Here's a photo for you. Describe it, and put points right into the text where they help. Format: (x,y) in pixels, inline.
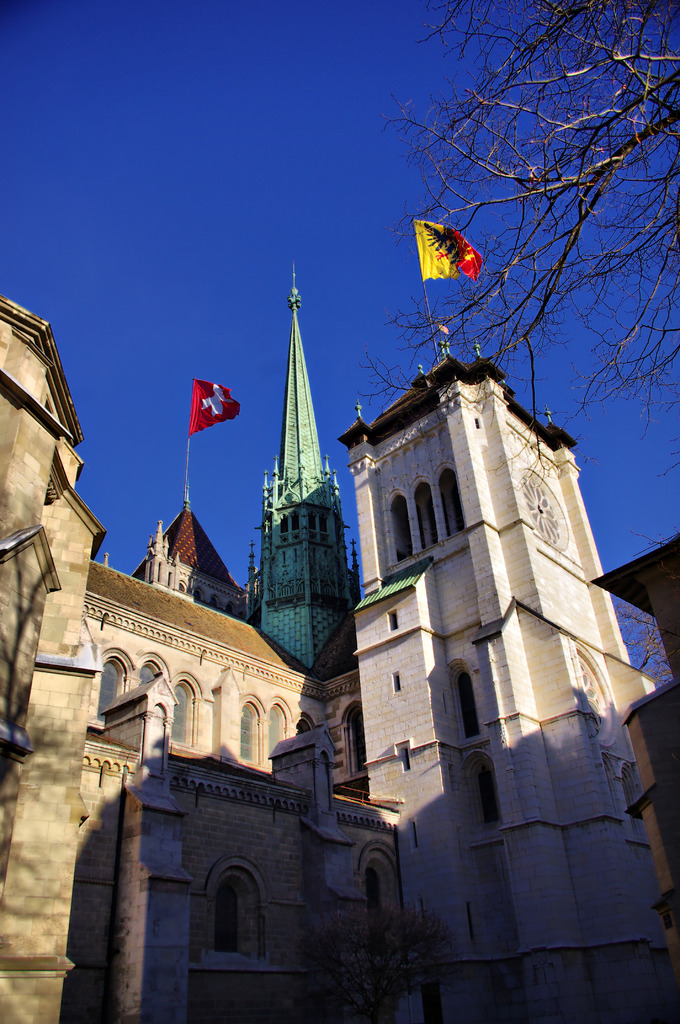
As we can see in the image there are buildings (339,743), flags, trees (546,157) and sky (223,275).
